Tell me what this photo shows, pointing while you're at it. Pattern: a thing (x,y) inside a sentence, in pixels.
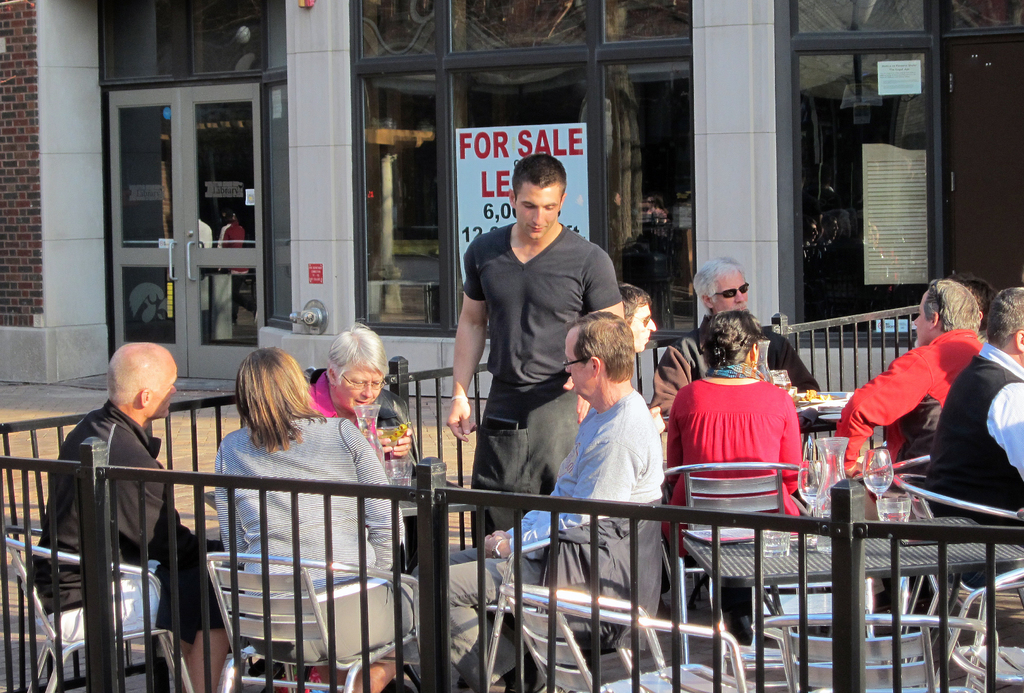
Here we can see few persons (636,411) are sitting on the chairs (538,613) at the tables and on the table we can see glasses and other items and in a glass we can see liquid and a man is standing at the chair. In the background (885,329) we can see a fence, ground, wall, glass doors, hoarding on the glass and other objects (294,319).
